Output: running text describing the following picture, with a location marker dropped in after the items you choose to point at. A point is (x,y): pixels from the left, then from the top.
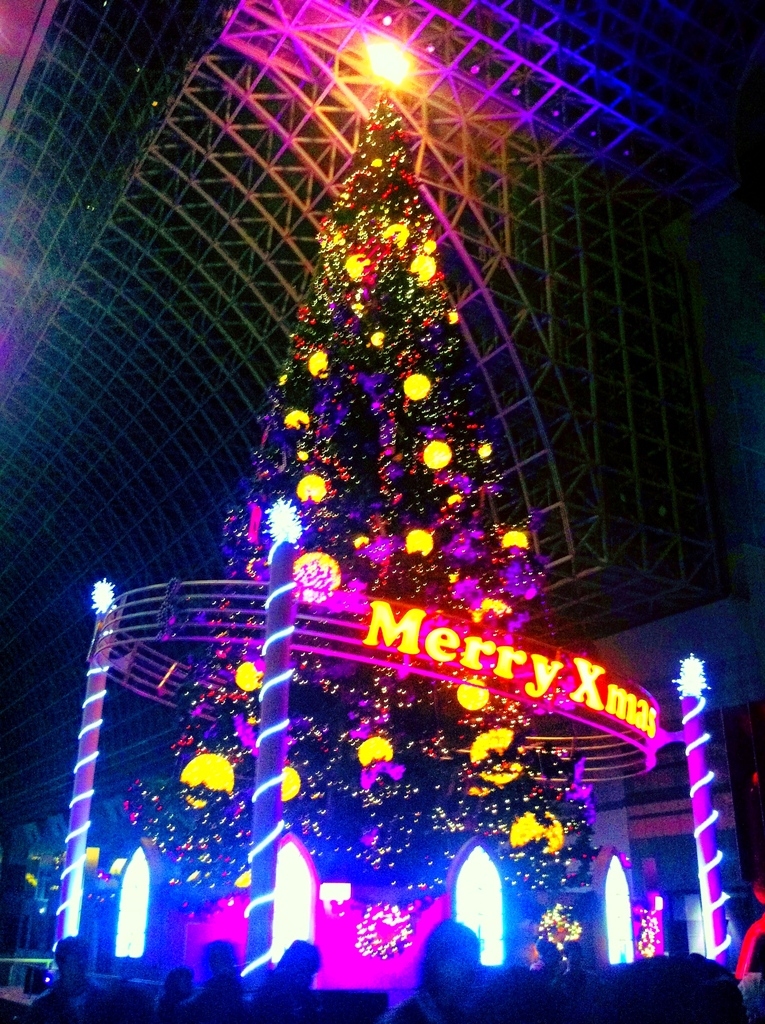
As we can see in the image there are few people (543,965), lights (133,907), decorative items (133,917) and a Christmas tree (399,590). The image is little dark.
